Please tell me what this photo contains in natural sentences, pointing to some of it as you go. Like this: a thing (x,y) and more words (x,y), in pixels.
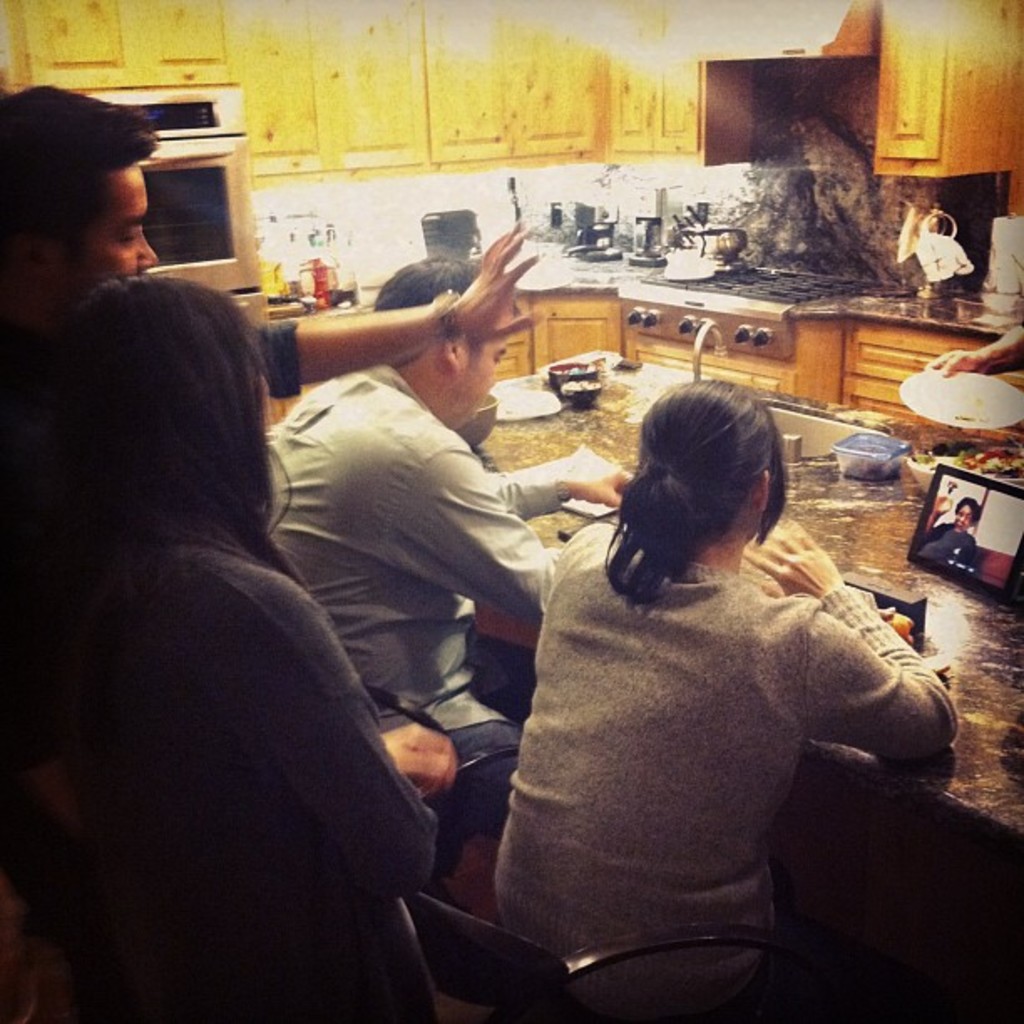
This is the picture of the kitchen (751,90). There are four people (543,610), two (656,805) are sitting and two (226,383) are standing. There are bowl (553,370), plates (522,397), box (851,467) and tab (967,500) on the table (588,425). At the back (644,220) there are utensils (657,220) on the desk (863,312). At the left (201,154) there is a micro oven (202,210).
